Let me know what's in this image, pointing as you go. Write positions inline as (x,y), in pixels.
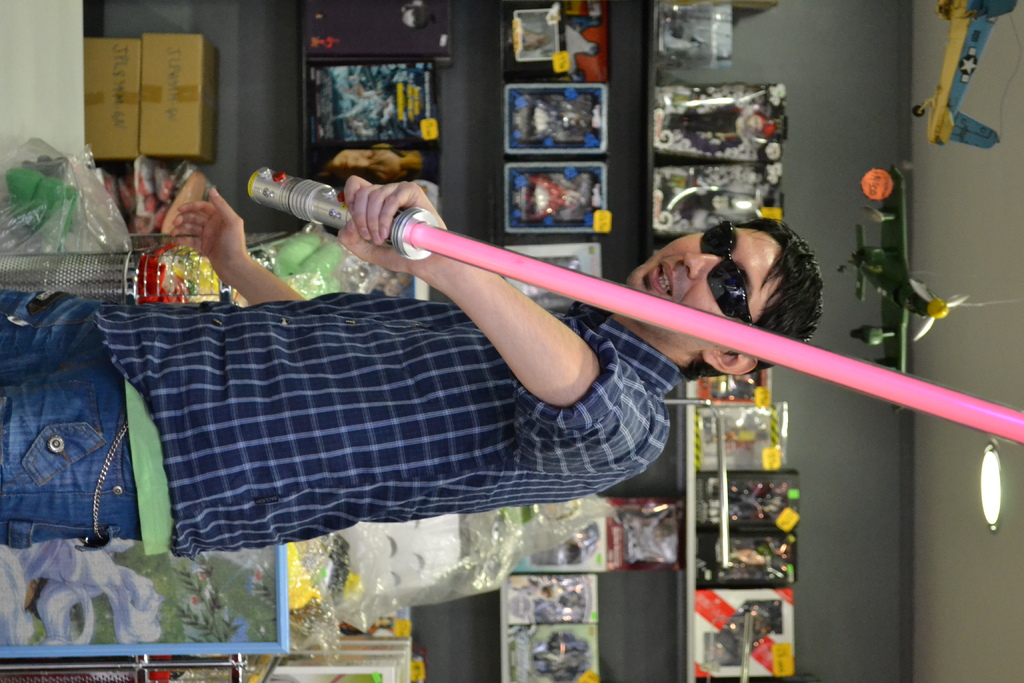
In this image we can see a man (528,350) standing holding a stick (588,293). On the backside (878,476) we can see a wall (884,525), ceiling lights (991,529), aeroplanes (888,341) hanged to the wall (880,319) and some boxes (630,512) placed in the shelves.
